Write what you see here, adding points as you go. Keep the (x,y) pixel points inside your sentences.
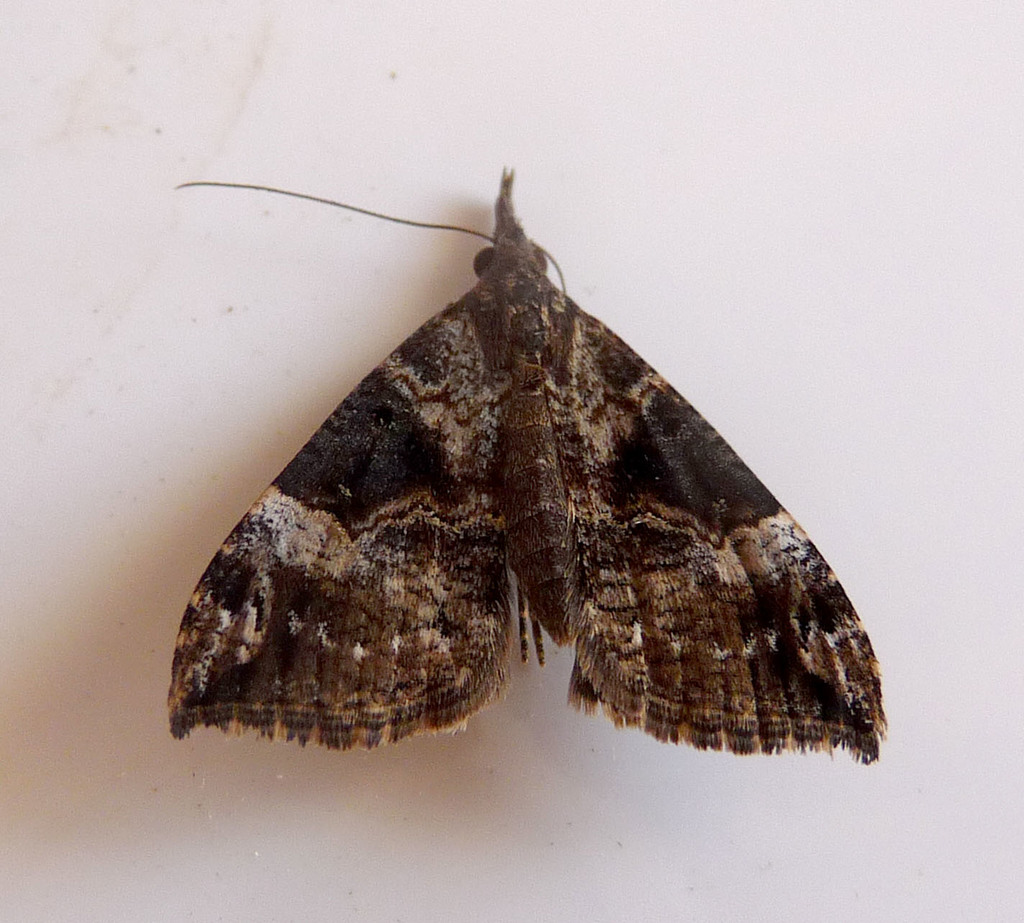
In this picture we can see a moth (465,478) in the front (549,478), it looks like a wall (662,163) in the background (696,120).
